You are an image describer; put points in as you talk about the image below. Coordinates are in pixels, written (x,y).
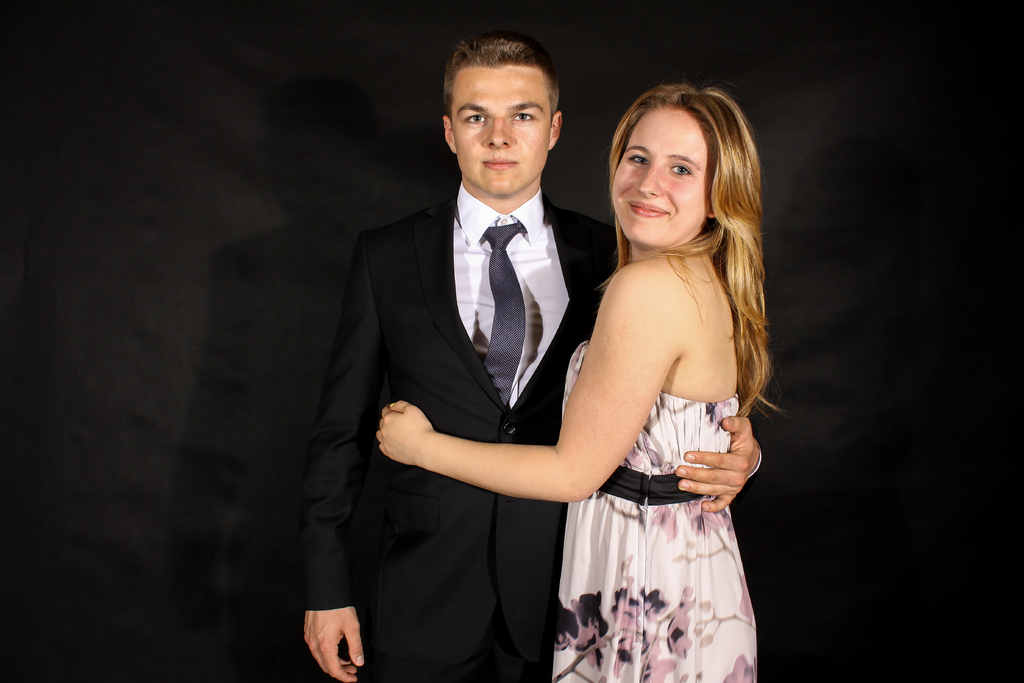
In the picture I can see a man (534,388) and a woman (412,458) are standing together and the woman (593,462) is smiling. The man (477,379) is wearing a black color coat (337,451), a white color shirt (472,328) and a tie (492,283). The background of the image (296,635) is dark in color.
